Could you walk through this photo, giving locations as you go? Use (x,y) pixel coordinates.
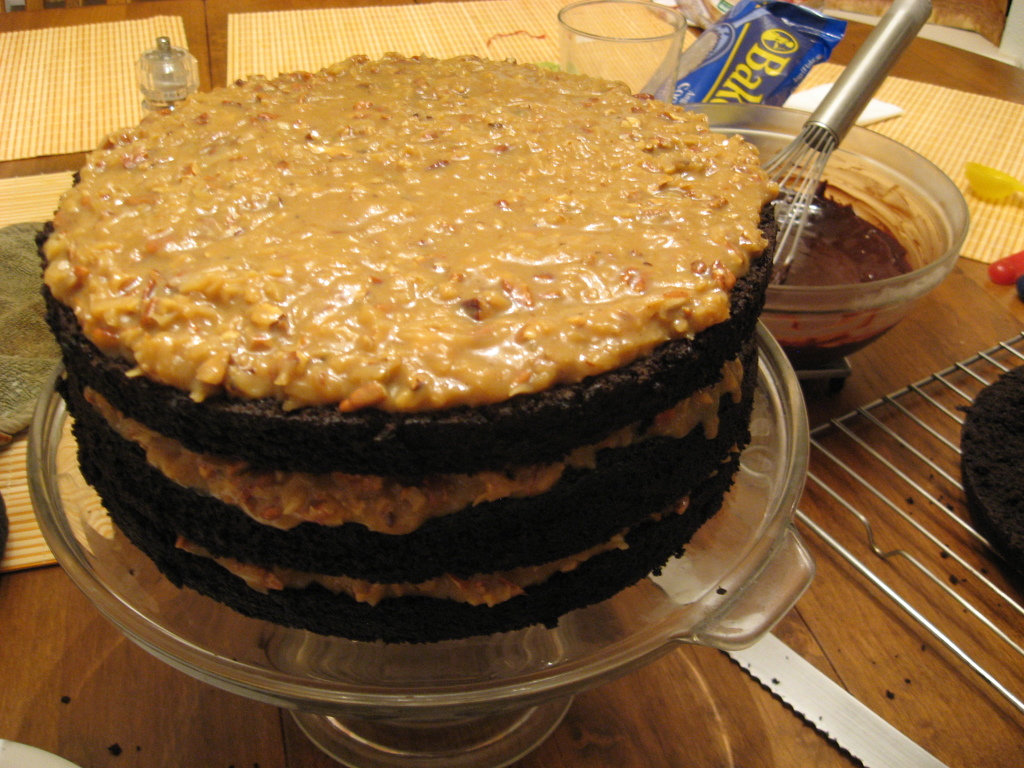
In this picture I see a cake (370,331) in front (455,430) which is on this glass thing (701,553) and side to this cake (629,225) I see a bowl (896,194) and a thing (808,141) in it and I see a wrapper (708,40) side to this bowl (770,109) and I see a glass (643,14) and all these things (613,46) are on a table (213,58).
